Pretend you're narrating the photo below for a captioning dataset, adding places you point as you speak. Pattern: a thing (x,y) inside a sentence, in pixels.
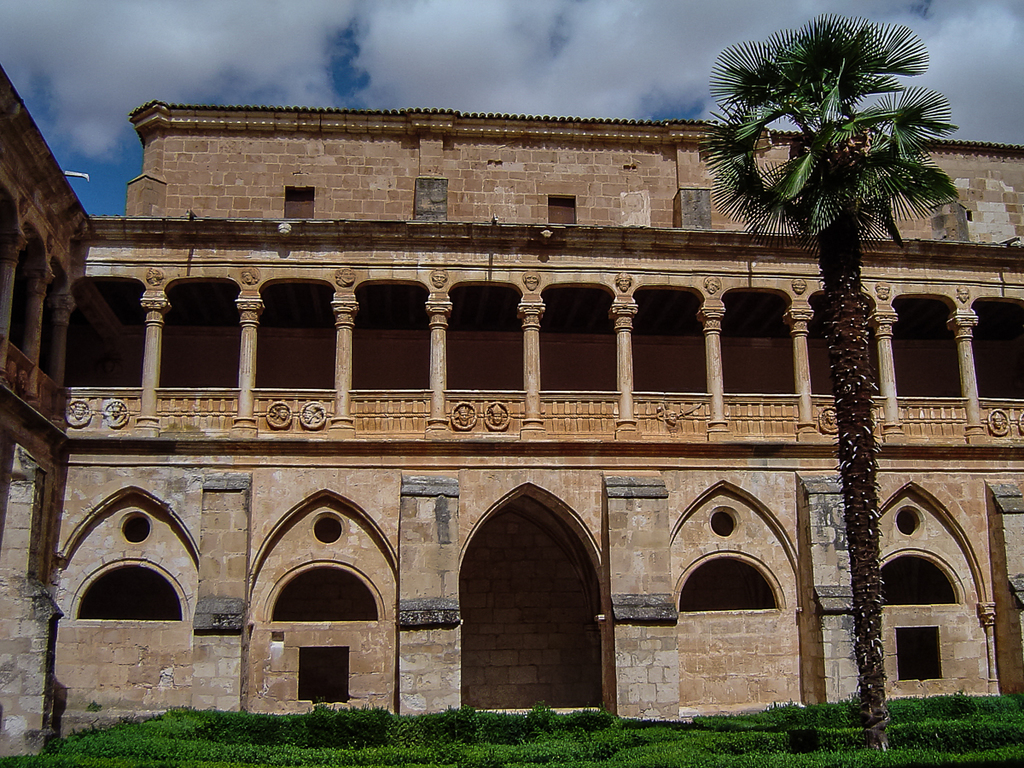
In this image we can see a building (837,653), there are some pillars (971,411), plants (703,729), we can also see a tree (848,259), and the sky (988,80).
